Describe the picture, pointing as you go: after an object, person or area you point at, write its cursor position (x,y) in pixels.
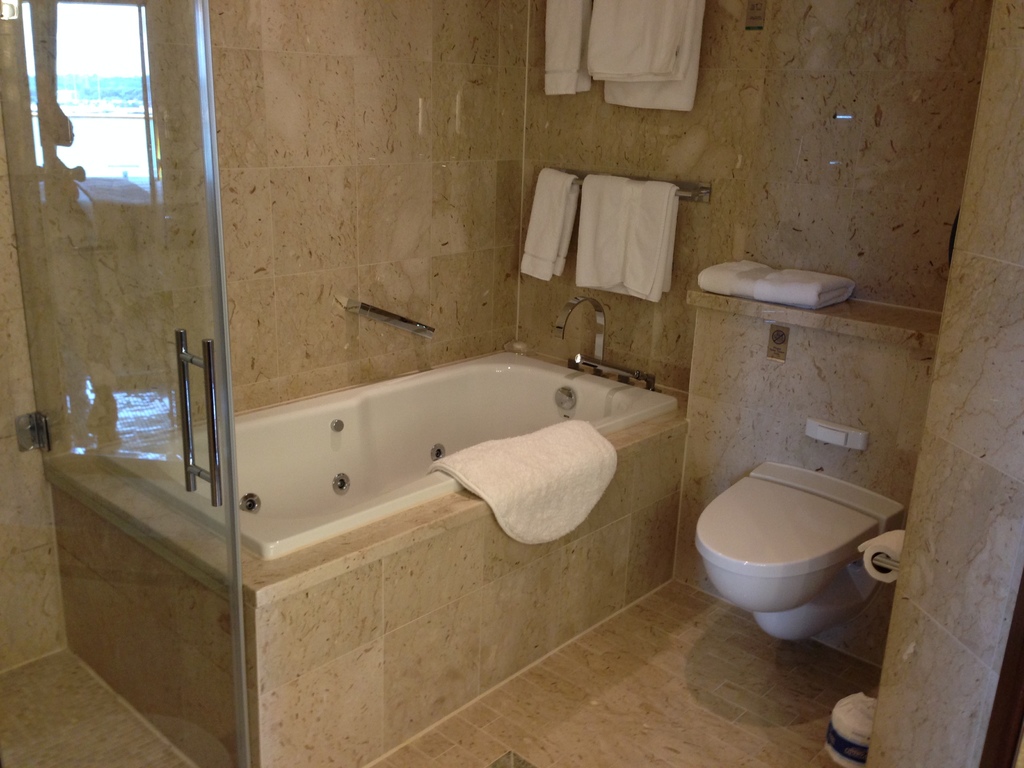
In this image I can see the floor (705,685), the toilet sink (745,568), few white colored towels (626,50), the white colored bath tub (400,445), the glass wall (179,388), a tissue roll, a tap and the window (149,143) through which I can see few trees (105,79) and the sky (98,61).
